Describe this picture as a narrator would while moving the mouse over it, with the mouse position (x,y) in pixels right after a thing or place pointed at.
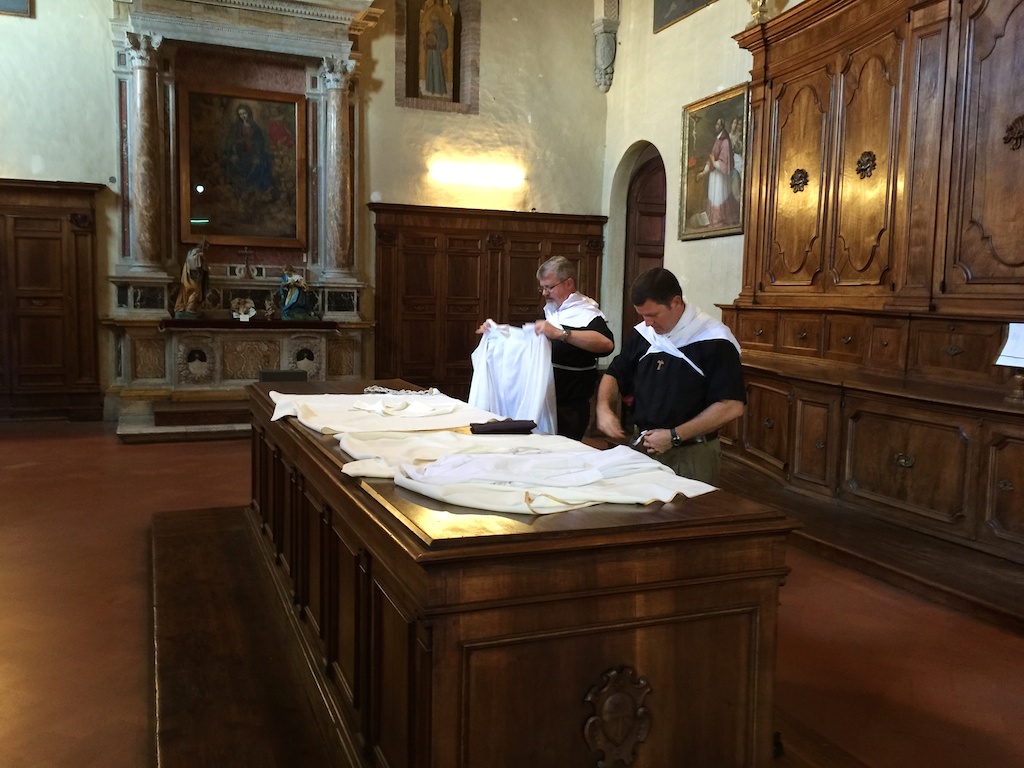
In this picture I can see two persons (568,316) standing, there are clothes (452,472) on the table (405,611), there are frames (225,136) attached to the wall (107,171), there are cupboards (1002,68), sculptures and some other objects (338,265).
